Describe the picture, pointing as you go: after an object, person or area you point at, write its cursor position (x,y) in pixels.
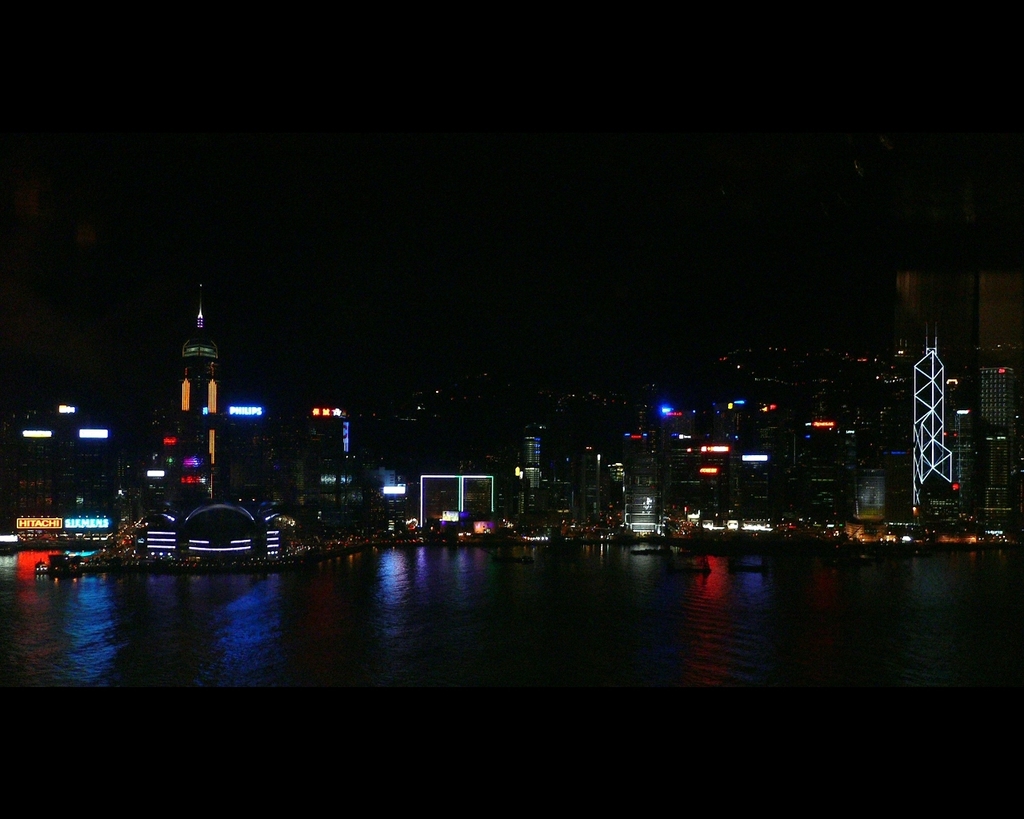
At the bottom of this image (248,585), there is water (218,625). In the background (227,527), there are buildings (160,516) which are having lights (192,460) and the background (778,189) is dark in color.
